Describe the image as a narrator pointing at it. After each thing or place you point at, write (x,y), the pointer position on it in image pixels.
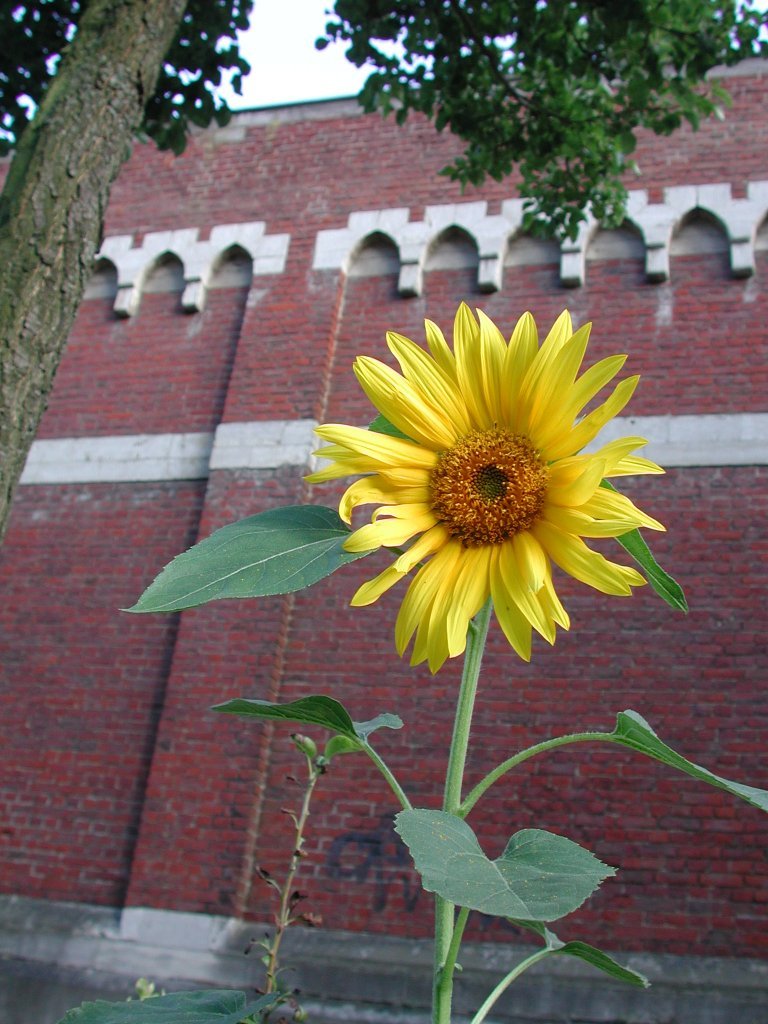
In this image in the foreground (416,520) there is a flower (444,475), and in the background (277,198) there is a building (239,125) and trees (152,73). At the bottom (66,992) there is a walkway (101,992).
